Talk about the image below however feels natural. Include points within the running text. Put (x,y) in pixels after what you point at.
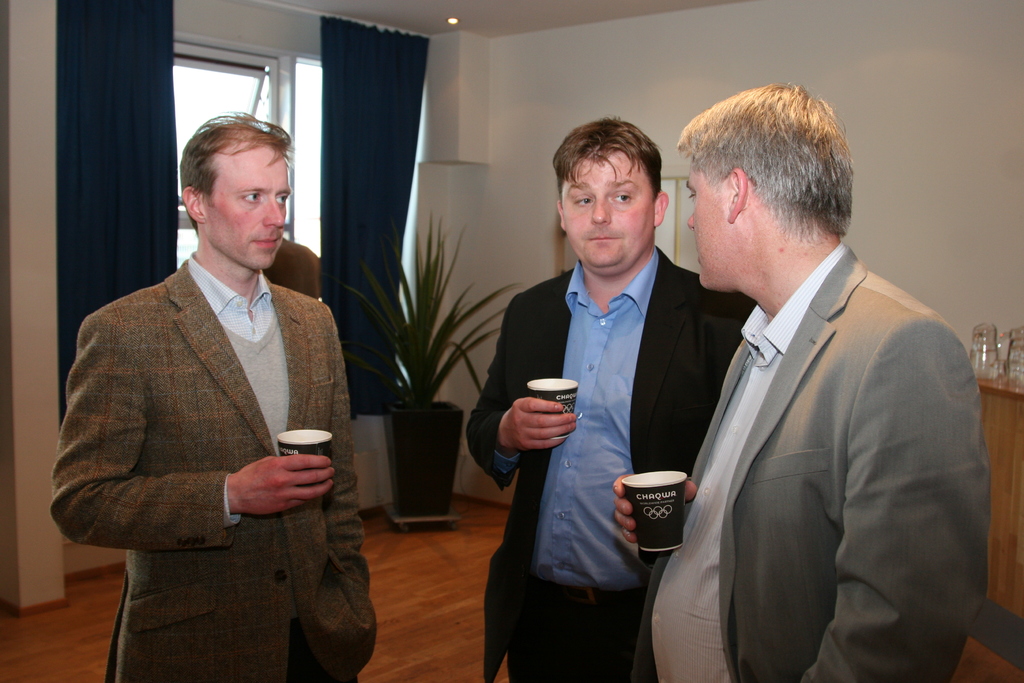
These three people (541,580) wore suits (726,549) and holding cups (306,435). Background (412,396) there is a plant (425,399), window (292,112), curtains (144,153) and wall (476,161). On this table (1012,384) there are objects (1010,356).
